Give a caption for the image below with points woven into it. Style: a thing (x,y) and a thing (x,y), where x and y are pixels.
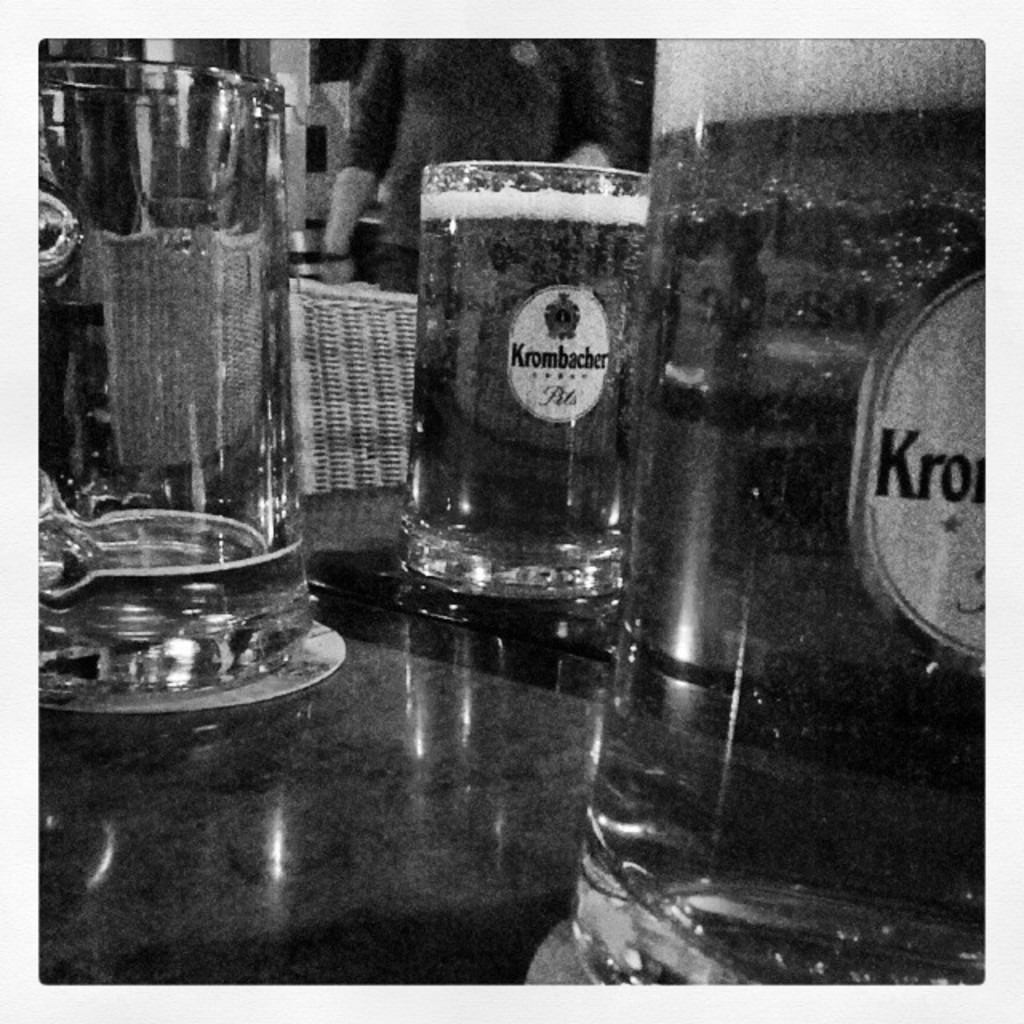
On the table (511,900) we can see beer mugs (162,289), water glass (169,428) and mat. On the top (365,67) there is a woman (357,84) who is wearing t-shirt (381,103) and jeans (373,256), standing near to this wicker chair (338,326).
